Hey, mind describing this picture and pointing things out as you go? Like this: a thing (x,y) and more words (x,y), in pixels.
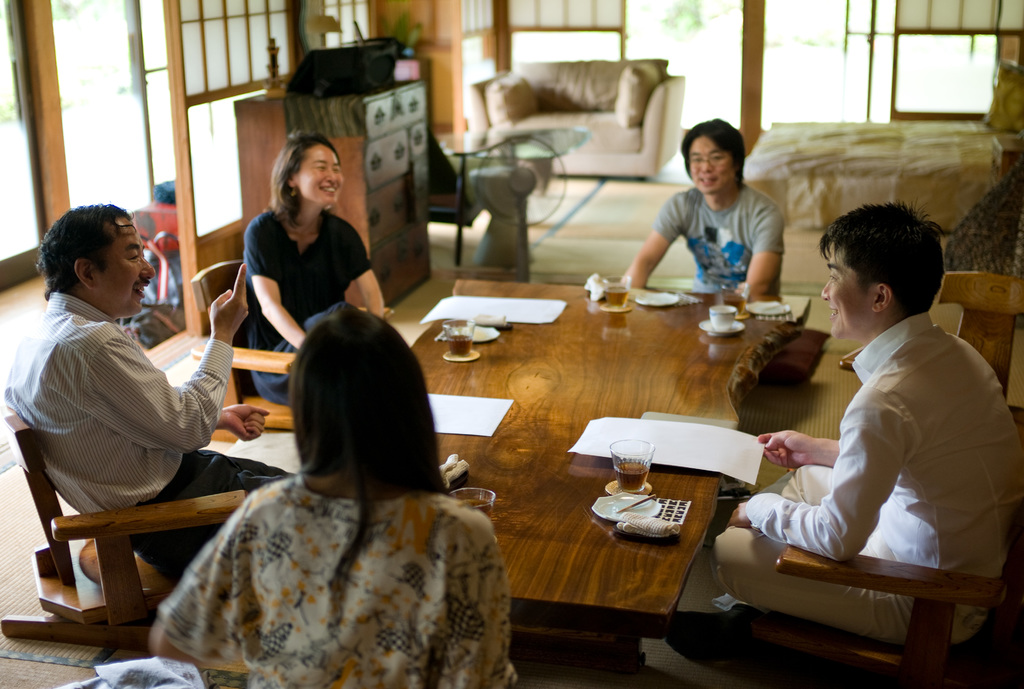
This is a picture of a living room (322,57) where there is a cupboard (238,112) consisting of drawers (407,180), a table fan (540,134), a couch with 2 pillows (657,82), a bed (788,124) with a white blanket (777,125), a table (560,434) with some papers (653,429), cup (641,470), saucer (605,504), chopstick (652,497), chair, a man (877,327), another man (725,281), woman (306,299), another man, a woman (498,682), sitting in the chairs (89,638).
